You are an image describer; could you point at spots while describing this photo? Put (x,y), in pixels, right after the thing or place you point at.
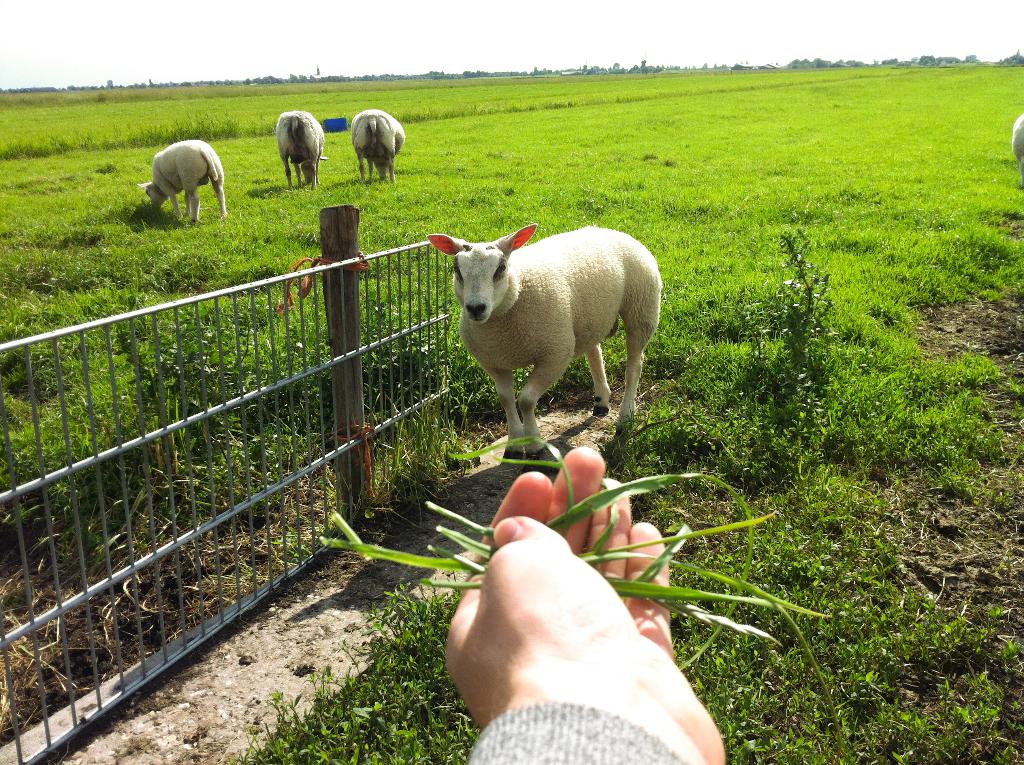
At the bottom of the image (461,658) we can see a person (645,685) is holding the grass (609,532). In the background of the image (637,90) we can see the grass (661,359), mesh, log (325,235), trees (459,77) and sheep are eating the grass (568,99). In the center of the image (465,258) we can see a sheep (602,320) is standing. At the top of the image (400,58) we can see the sky (531,61). At the bottom of the image (223,752) we can see the ground (253,736).
